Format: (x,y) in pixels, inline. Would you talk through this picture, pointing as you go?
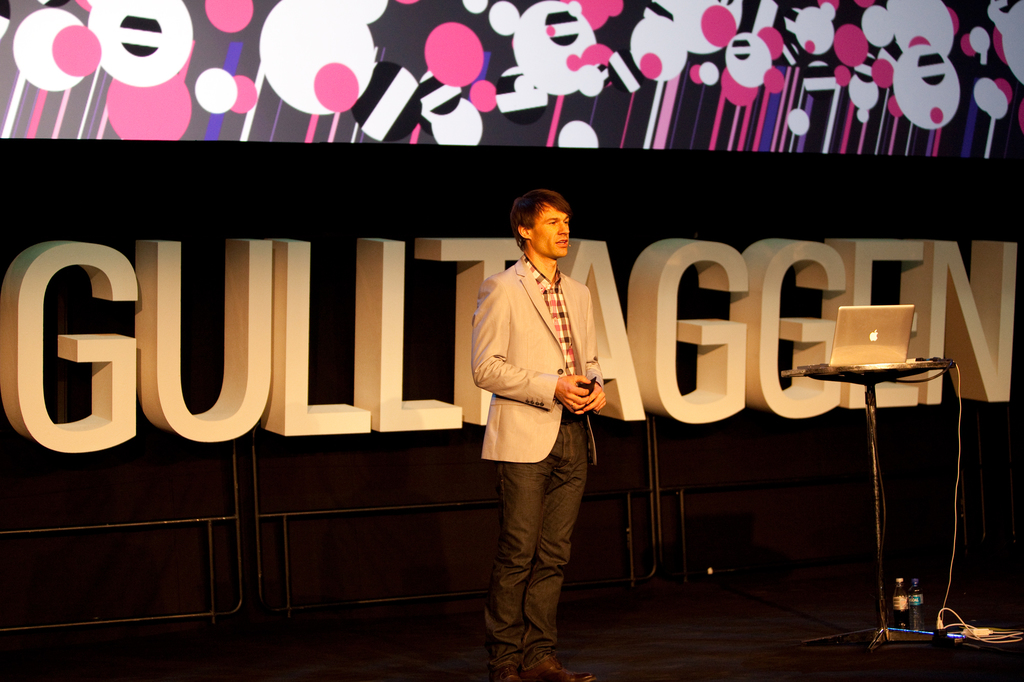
In front of the image there is a person (547,601) standing and he is holding some object (591,389). On the right side of the image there is a table (881,368). On top of it there is a laptop (865,352). At the bottom of the image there are water bottles (917,588) and a cable (1009,632) on the surface (864,663). Behind him there are metal rods (631,521) and there are some letters (127,282) on the wall (69,495). In the background of the image (905,18) there is a screen (654,115).
